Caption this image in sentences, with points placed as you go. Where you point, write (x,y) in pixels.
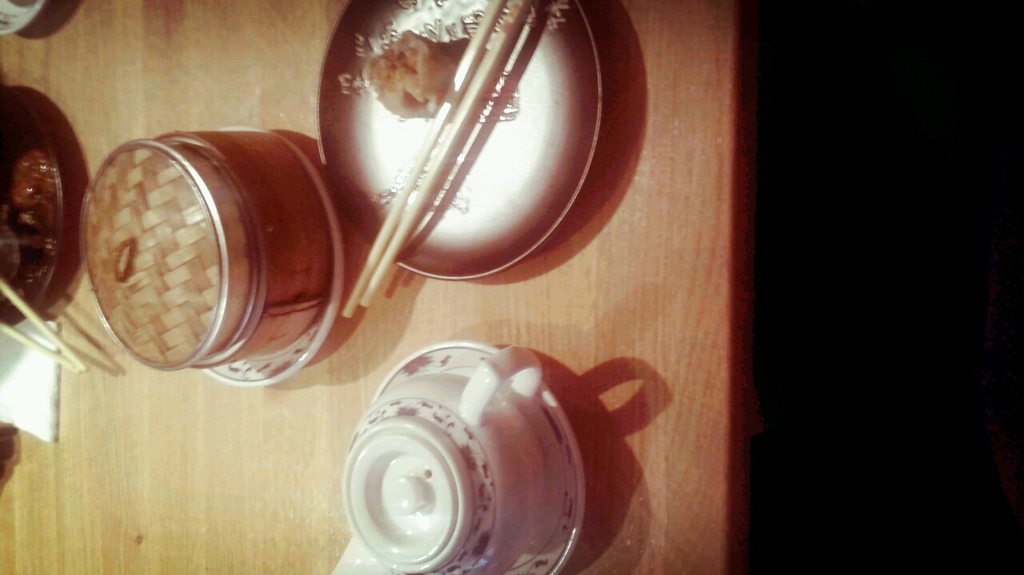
In this image we can see a table (91,148) on which few things (230,175) are placed like a jar (282,258), a plate (391,193) with food items (406,103) and chop sticks (437,158) and teapot (539,471) with a saucer (564,444).
